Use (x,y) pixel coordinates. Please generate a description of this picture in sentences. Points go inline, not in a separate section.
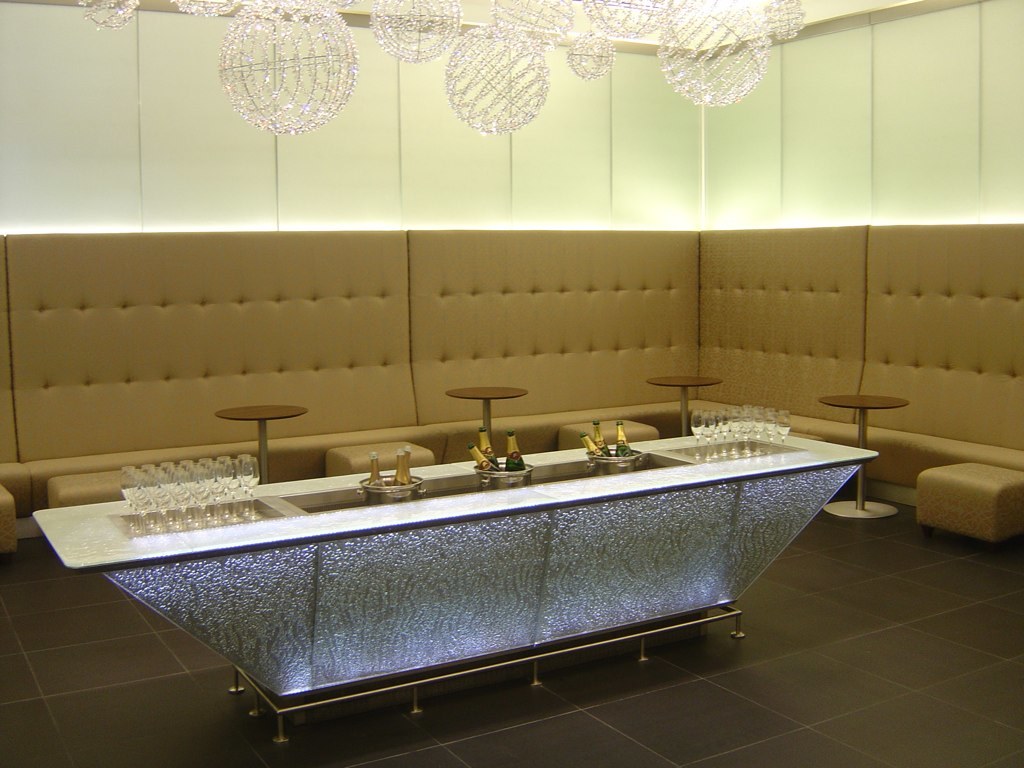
This image consists of a sofa (450,344) in brown color. In the middle (476,491), there is a table (456,577) on which there are glasses (166,526) and wine bottles (399,468). At the top (536,4), there are lights (244,29) hanged.
